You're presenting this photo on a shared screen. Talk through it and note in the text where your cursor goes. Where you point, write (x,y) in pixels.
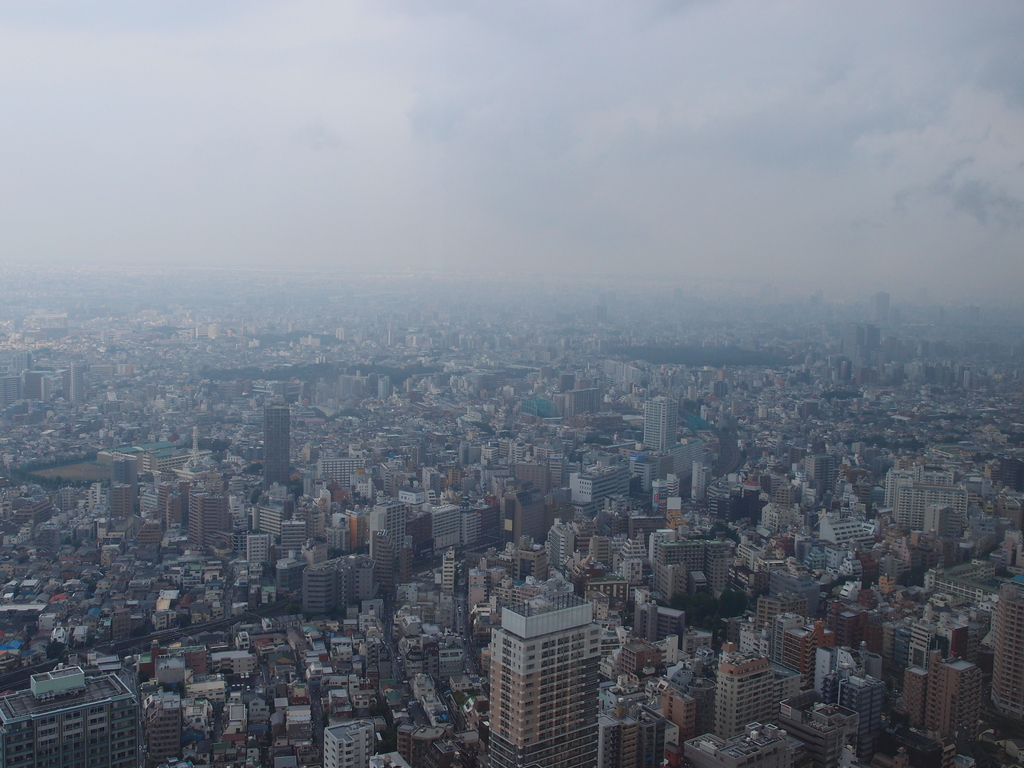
In this picture I can see number of buildings (396,461) in front (522,568) and on the top of this picture (386,41) I can see the sky (435,161).
